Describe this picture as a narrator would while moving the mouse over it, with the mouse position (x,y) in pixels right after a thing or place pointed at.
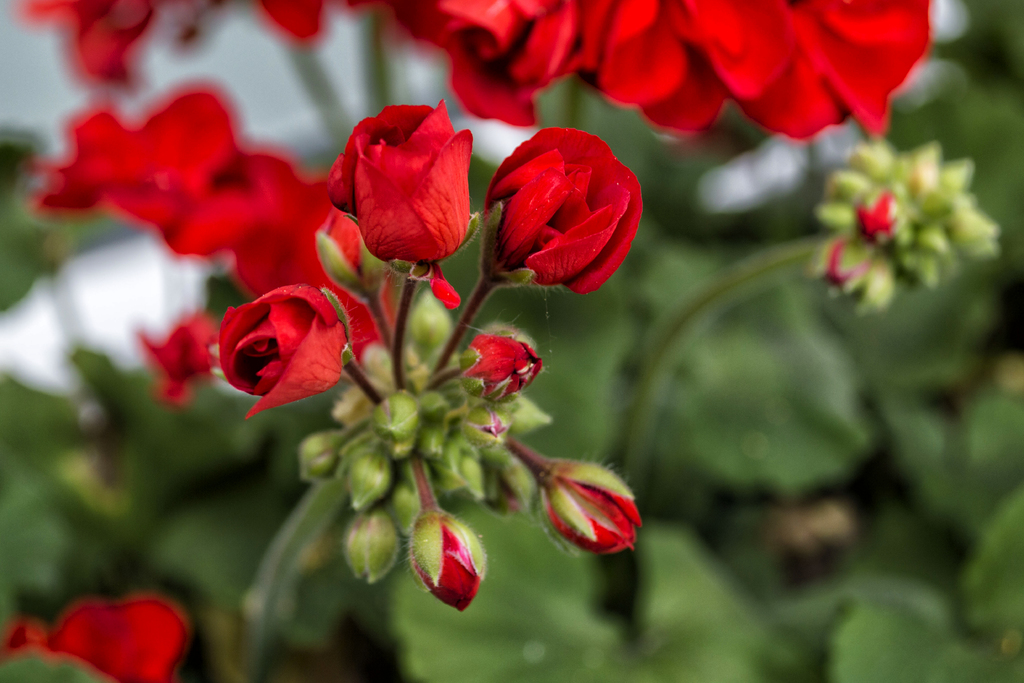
In the image there are beautiful geranium flowers (337,365) and buds (367,475) to a plant (413,376) and the background of the flowers (400,251) is blur.
